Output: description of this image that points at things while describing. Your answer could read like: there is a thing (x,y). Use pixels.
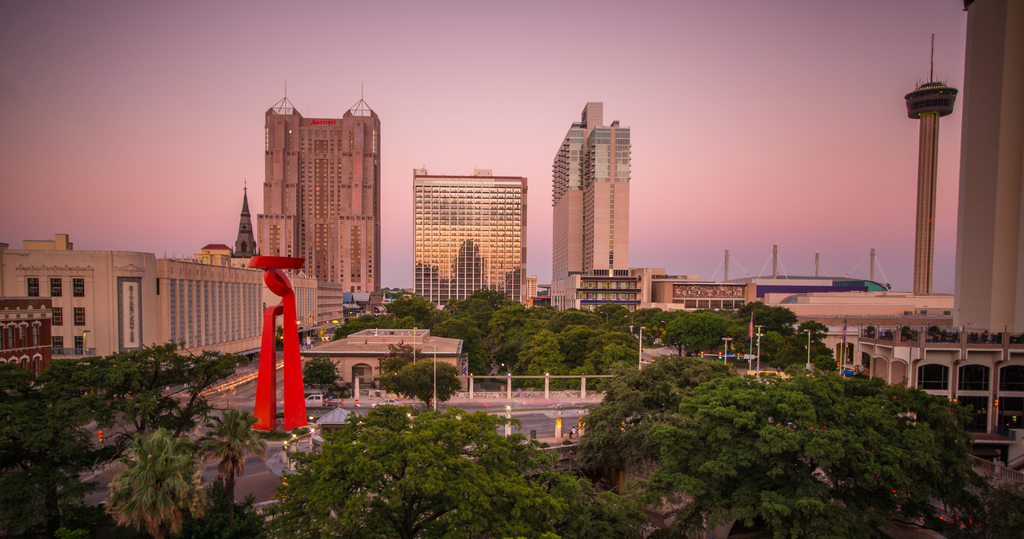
In this image we can see there are buildings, trees (522,335), pole (584,386), lights (507,408), vehicles (313,399) and road (348,410). And there is an arch (298,411) and the sky (225,171).
